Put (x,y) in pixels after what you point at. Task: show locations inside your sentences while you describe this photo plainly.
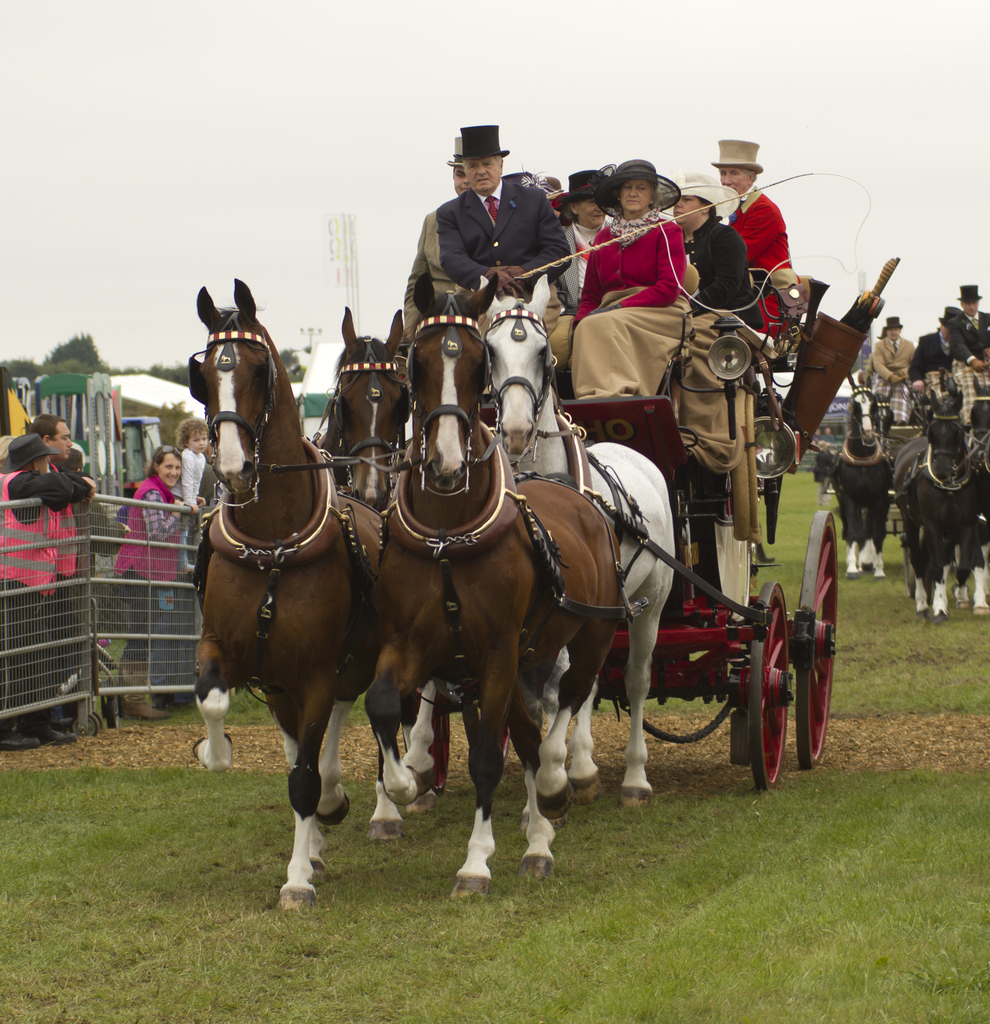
This is an outside view. In this image I can see few horse carts (744,465) on which few people (699,325) are sitting. At the bottom (672,934), I can see the grass (563,963) on the ground (413,926). On the left side (70,545) there is a fencing (81,559), behind few people (61,479) are standing. In the background (55,358) there are few trees (93,370). At the top of the image (148,167) I can see the sky (87,141).
